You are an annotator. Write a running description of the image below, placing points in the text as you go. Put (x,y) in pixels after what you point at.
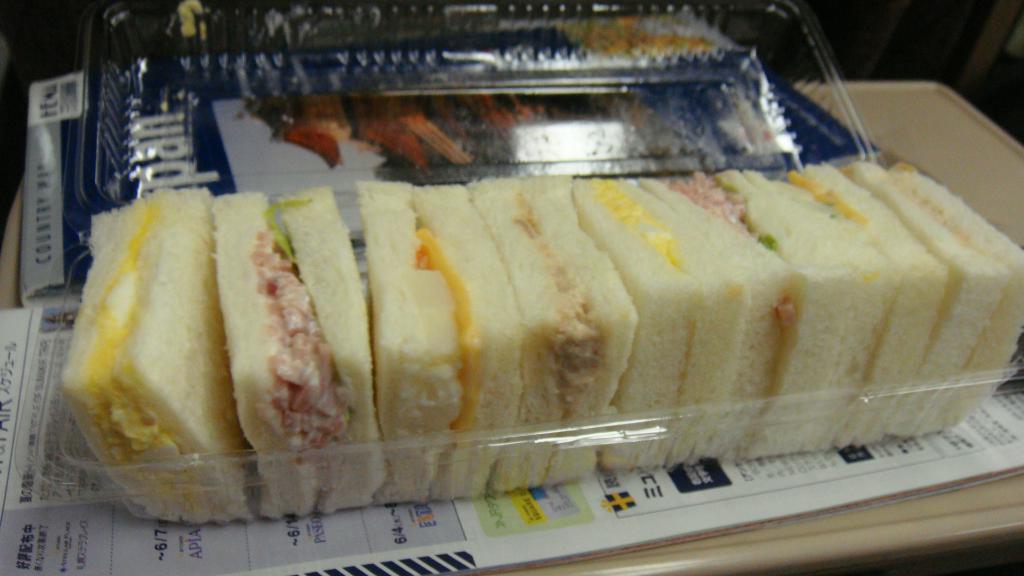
In this image we can see some sandwich breads (368,369) which are in the box (310,481) which is of transparent and the box (438,166) is on table (911,149) on which there is menu card (508,501).
